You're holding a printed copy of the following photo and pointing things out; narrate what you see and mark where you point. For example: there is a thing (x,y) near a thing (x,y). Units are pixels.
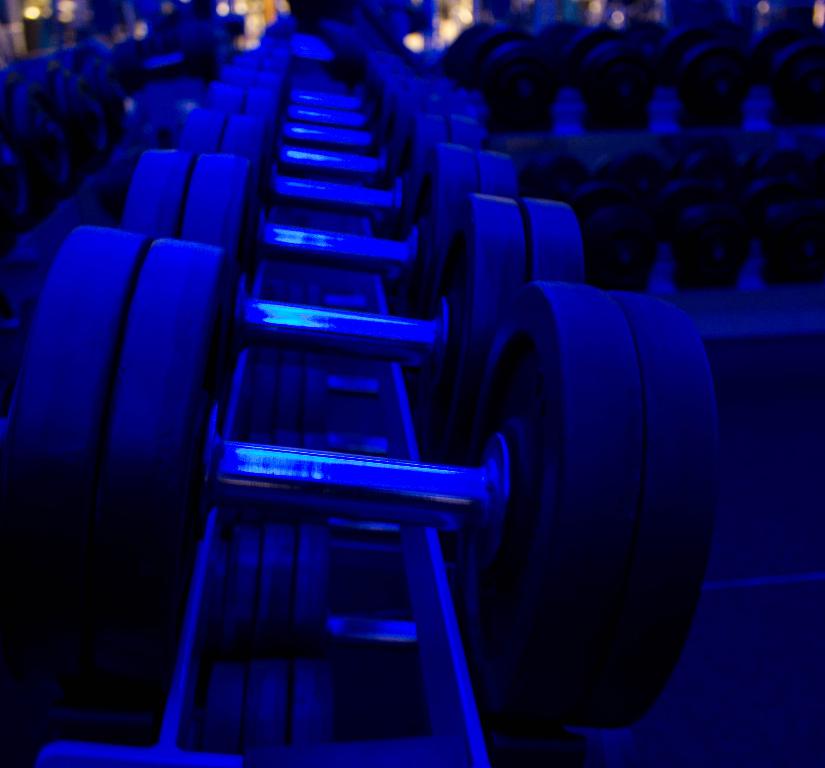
The picture is taken in a gym (199,132). In the foreground of the picture (239,208) there are dumbbells (663,402). The background (719,25) is blurred. In the background (53,93) there are lights (414,37) and dumbbells (740,111).
